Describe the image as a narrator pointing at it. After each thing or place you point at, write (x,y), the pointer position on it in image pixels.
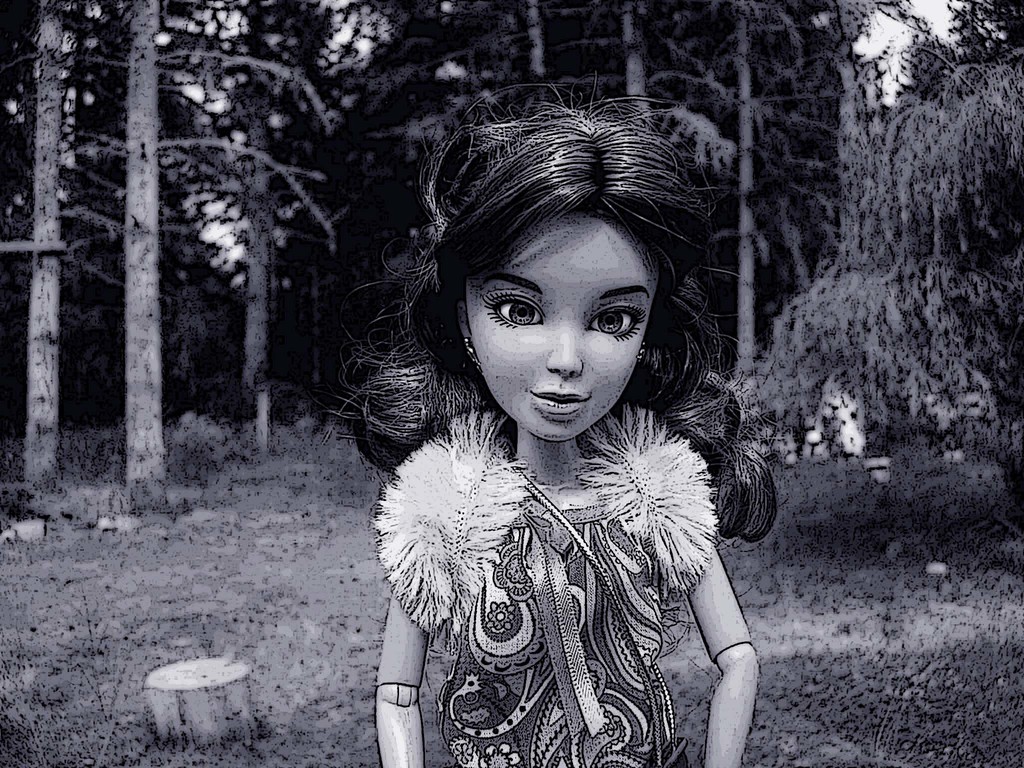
It is the black and white image in which we can see that there is a graphical image (602,574) of a girl (628,585) in the middle (534,466). In the background (389,170) there are tall trees (194,163). On the ground (75,716) there is grass (66,699).
